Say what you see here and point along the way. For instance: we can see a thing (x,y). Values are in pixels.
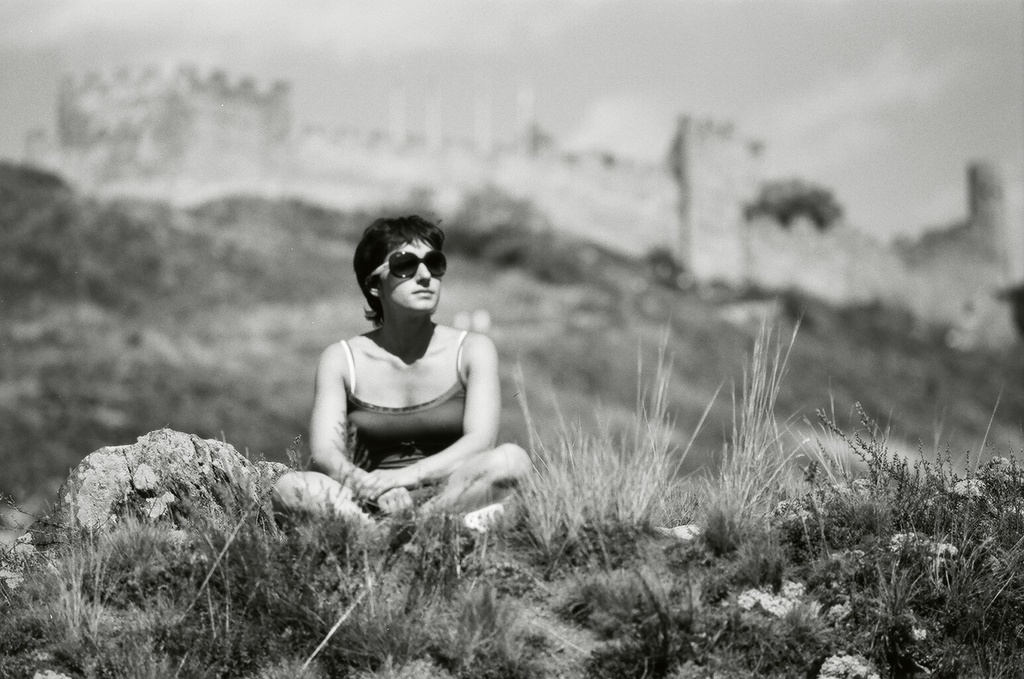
This is a black and white image. In this image we can see woman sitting on the ground (406,559) and wearing spectacles (404,274). In the background (358,154) we can see fort (358,154), sky (548,62) and grass (123,420). At the bottom (698,539) there are stones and grass (365,600).
